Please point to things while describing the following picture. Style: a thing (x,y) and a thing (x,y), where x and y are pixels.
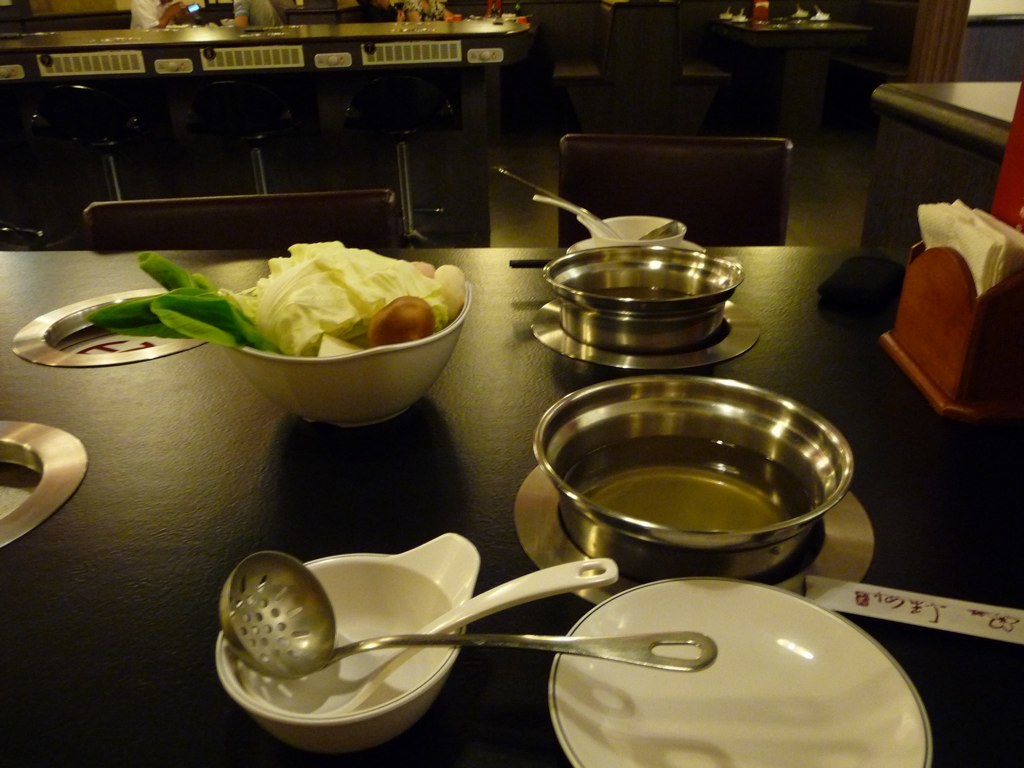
In the image we can see a table (518,433), on the table (502,444), we can see the bowl (437,345) and vegetable (370,325) in the bowl (339,392), plate (811,728), metal container (690,524), curry spoons (374,643), tissue paper (989,260) and a wooden box (926,327). Here we can see chairs (582,190), there are even people (159,19) wearing clothes (168,4) and the floor (818,210).
